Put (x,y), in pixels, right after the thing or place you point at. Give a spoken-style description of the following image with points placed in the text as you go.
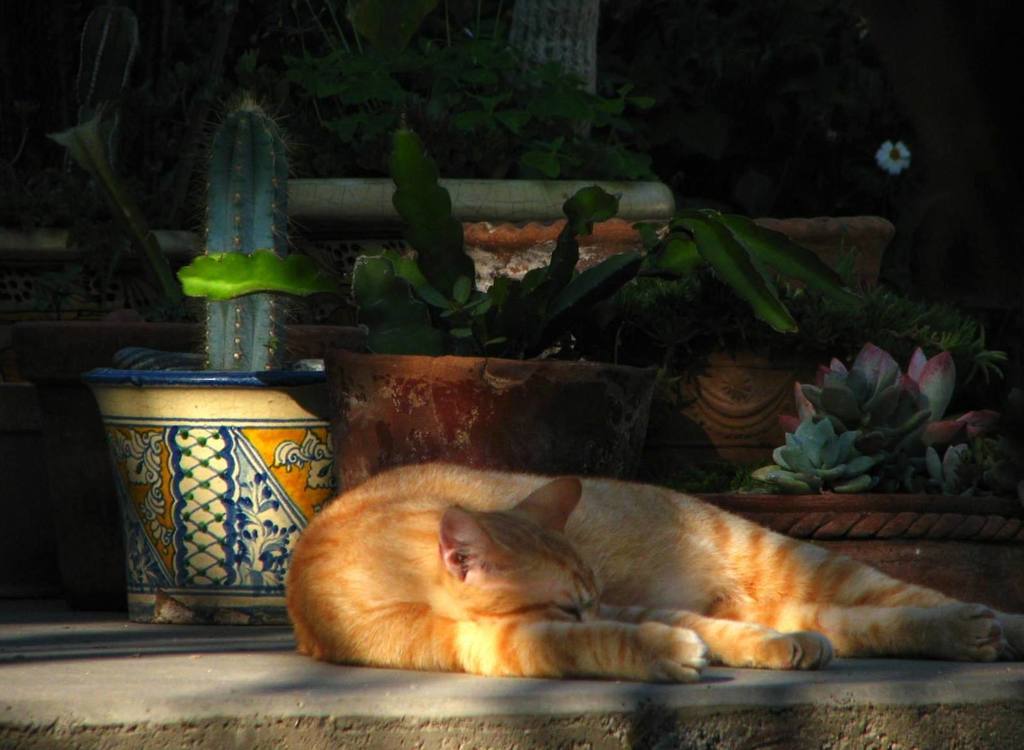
This picture shows a cat (609,581) laying on the ground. It is white and brown in color and we see few plants (415,222) in the pots (352,373) and we see flowers (891,157).
